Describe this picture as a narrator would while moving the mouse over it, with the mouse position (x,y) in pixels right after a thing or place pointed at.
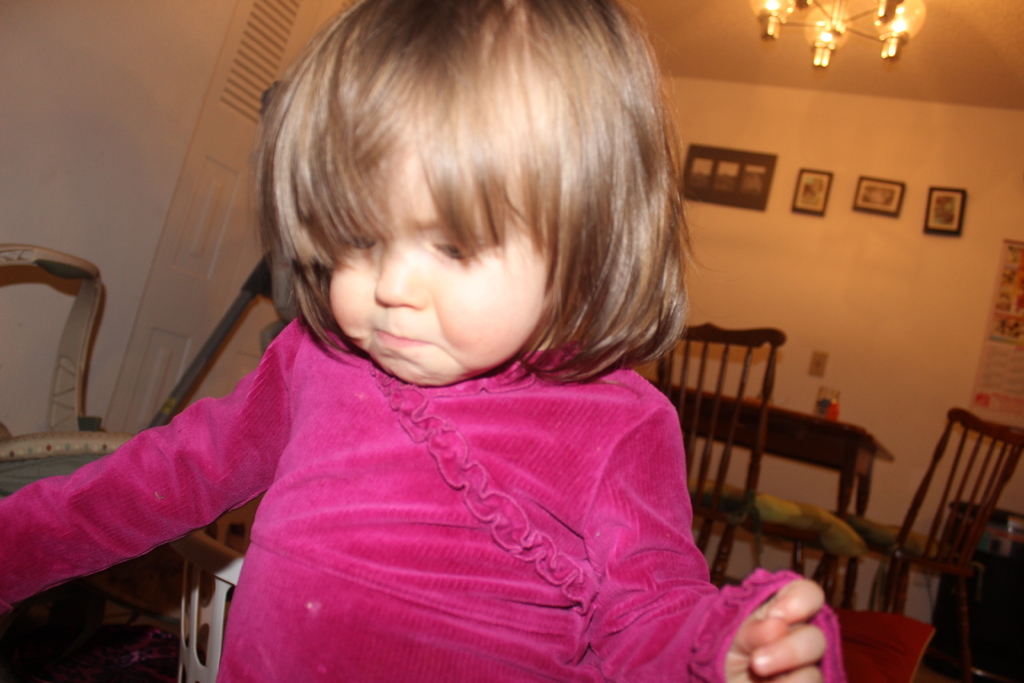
This kid (348,423) is highlighted in this picture. This kid (314,453) wore pink dress (407,485). On wall (909,209) there are different type of pictures (887,197). On top (881,29) there is a light (826,34). We can able to see chairs (869,528) and table (867,461).
